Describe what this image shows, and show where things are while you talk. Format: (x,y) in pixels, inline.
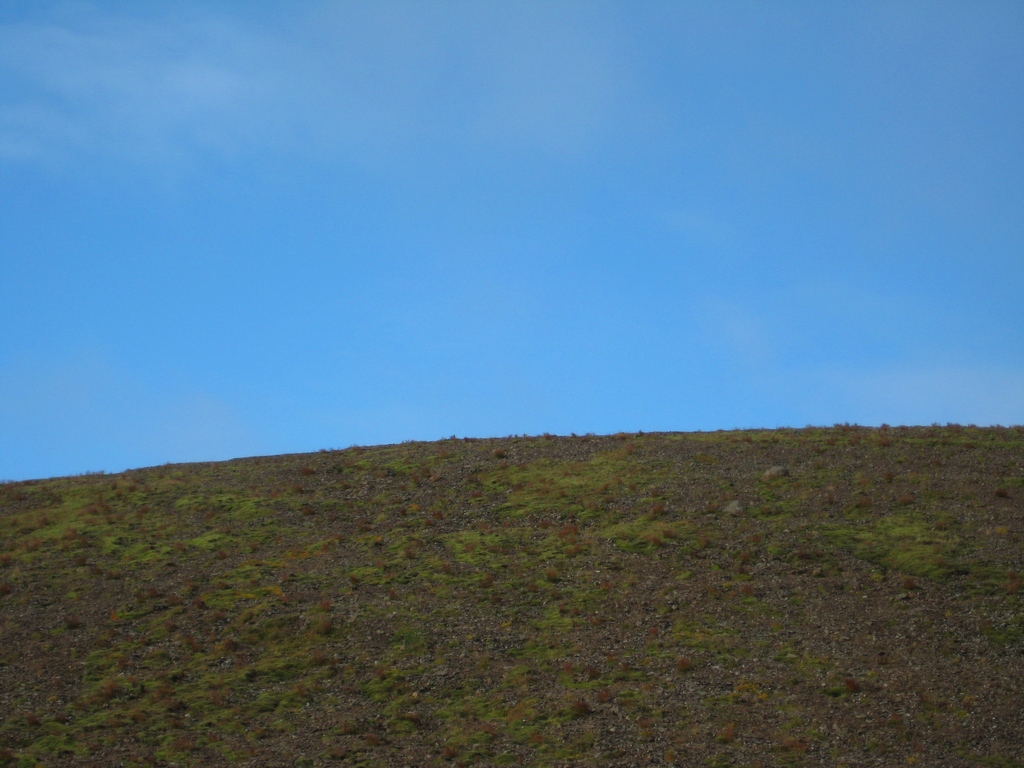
In this picture we can see grass (387,569) on the ground (591,522) and we can see sky (632,294) in the background (426,207).
